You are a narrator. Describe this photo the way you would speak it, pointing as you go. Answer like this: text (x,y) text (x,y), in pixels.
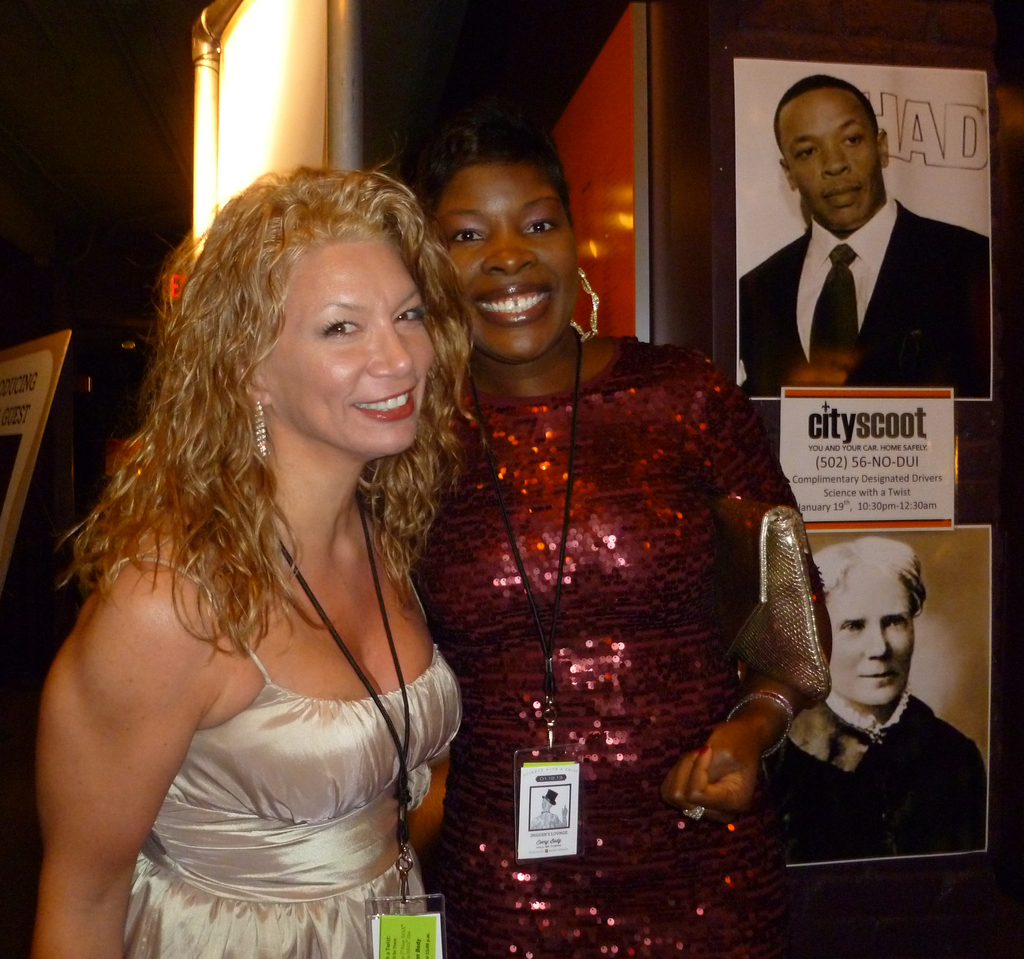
In this image we can see two women (593,369) standing. On the right side (906,315) we can see the photos (753,302) of some people (769,289) and a paper (792,404) with some text (920,508) on it on a wall (964,492). On the left side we can see a board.
